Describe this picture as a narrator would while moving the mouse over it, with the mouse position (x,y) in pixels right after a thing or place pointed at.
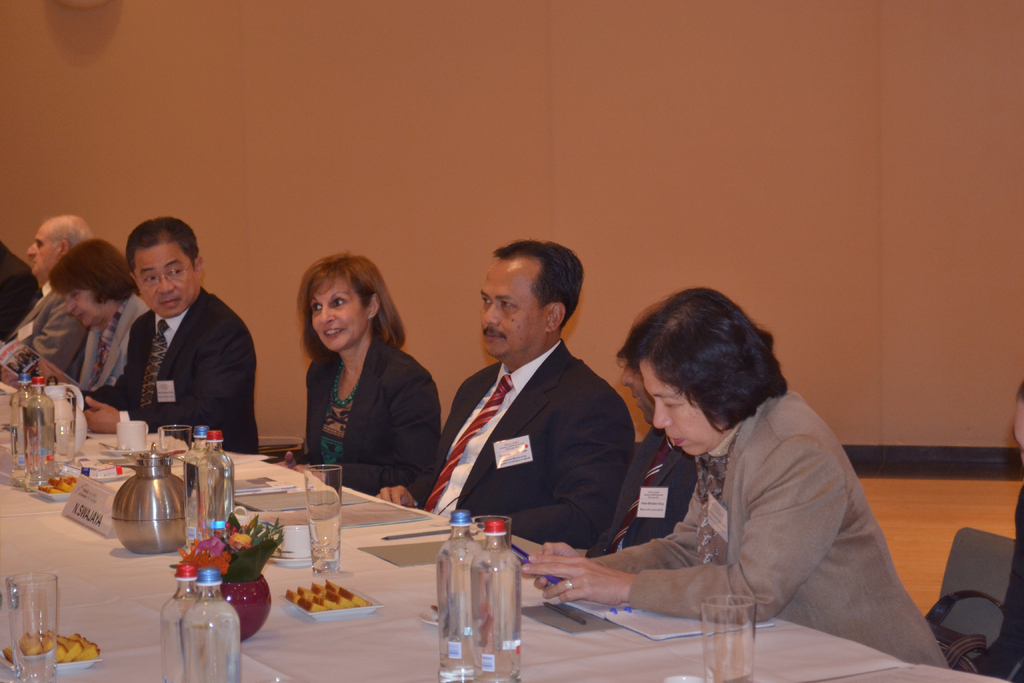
In this image there are seven people (550,433) who are sitting and in front of them there is one table (665,641). On the right side (764,526) there is one woman (778,517) who is sitting and looking down. Beside this woman (709,496) one person (649,484) is sitting, beside that person (643,463) one man (503,438) is sitting beside that man (481,394) one woman (347,394) is sitting and smiling beside this woman (351,351) three persons (184,354) are sitting and on the table (323,623) there are some bottles (490,592) in the middle of the image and on the left side (236,590) there is one flower pot (246,598) and plant (235,563) and on the right side (734,632) and left side (31,619) there are two glasses (51,607) and there is one name plate (95,507) and in the middle of the image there are some plates (81,665) and some food (311,601) on it.
